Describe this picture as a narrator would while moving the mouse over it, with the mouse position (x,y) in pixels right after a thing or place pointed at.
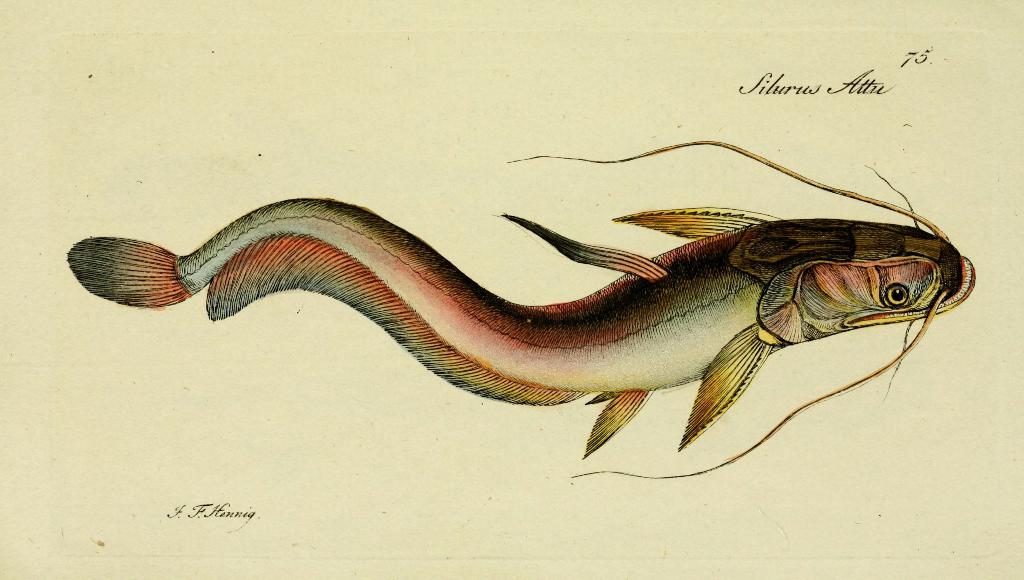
In this image we can see depiction of fish (672,314).
